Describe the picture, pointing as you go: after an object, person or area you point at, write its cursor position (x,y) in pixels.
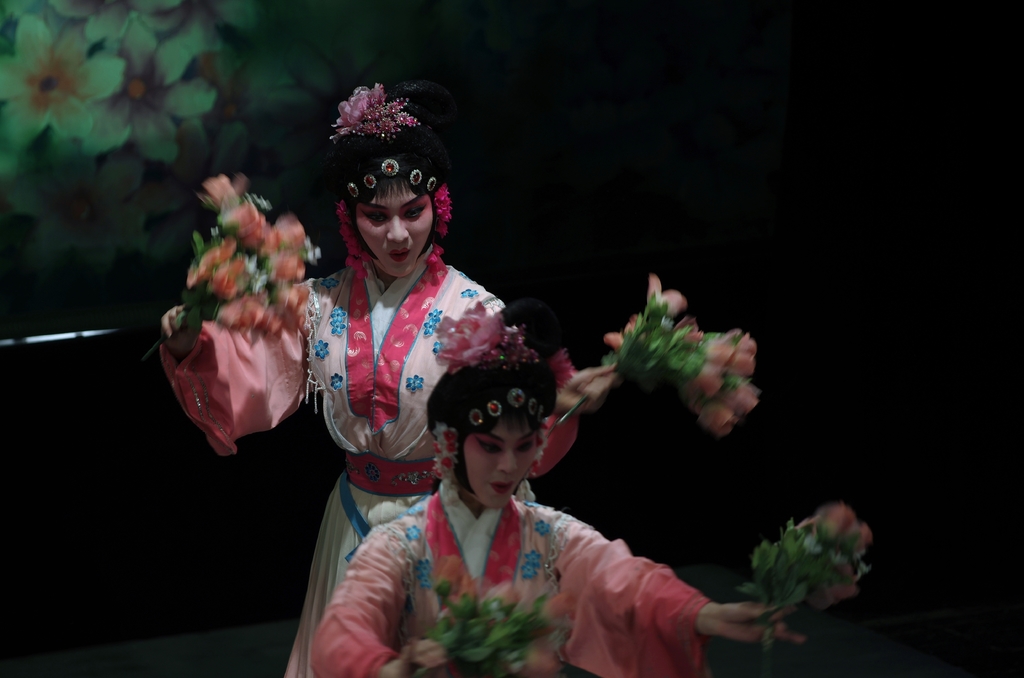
There are two women (418,447) standing performing some activity with bouquets (263,305) in their hands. Both are wearing a similar dresses (419,502) and having something on their head (419,194). In the background (154,59) we can observe a wall (183,63) with some design (110,84) of flowers (103,193) on it.
